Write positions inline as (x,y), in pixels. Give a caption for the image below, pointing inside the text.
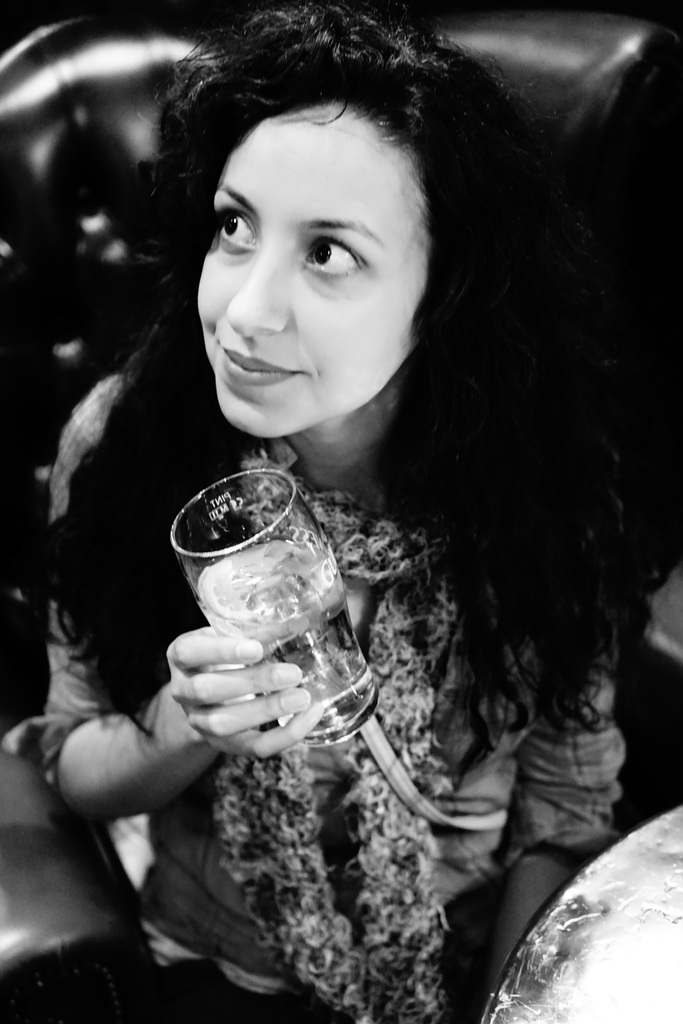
In this image I see a woman (520,894) who is sitting on a chair (30,986) and she is holding a glass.
